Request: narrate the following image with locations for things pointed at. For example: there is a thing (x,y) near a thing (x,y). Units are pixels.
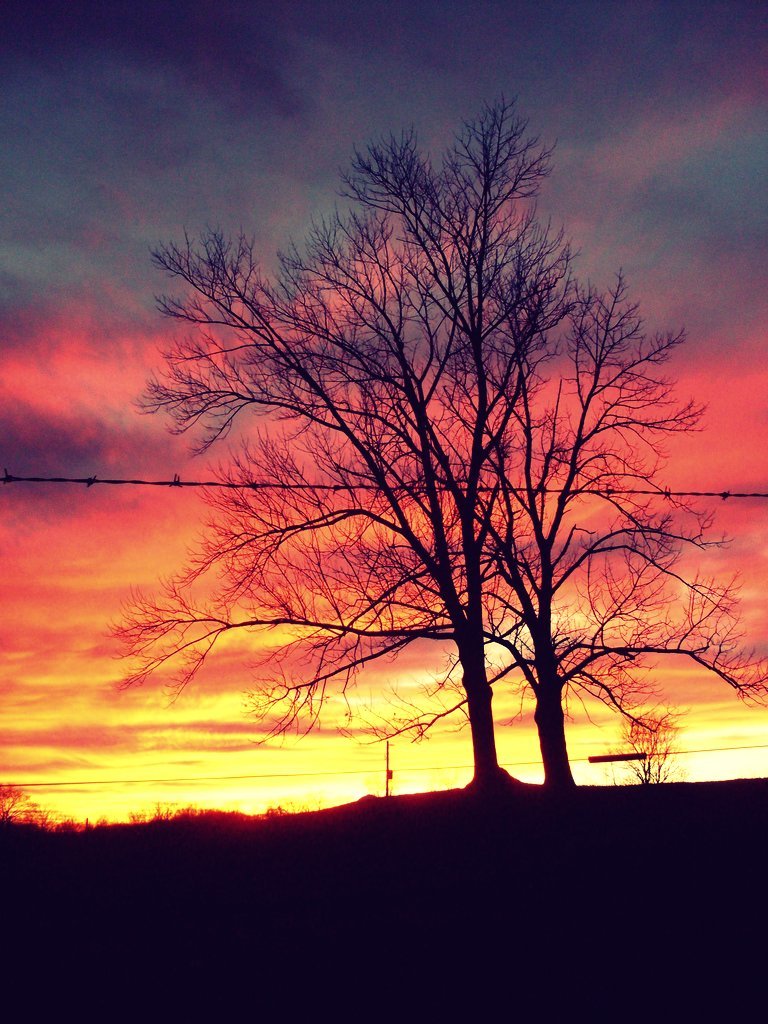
In this image we can see trees (447,449), cable (303,485) and other objects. In the background of the image (74,624) there is the sky (654,260). At the bottom of the image (323,881) there is a black surface (301,891).
